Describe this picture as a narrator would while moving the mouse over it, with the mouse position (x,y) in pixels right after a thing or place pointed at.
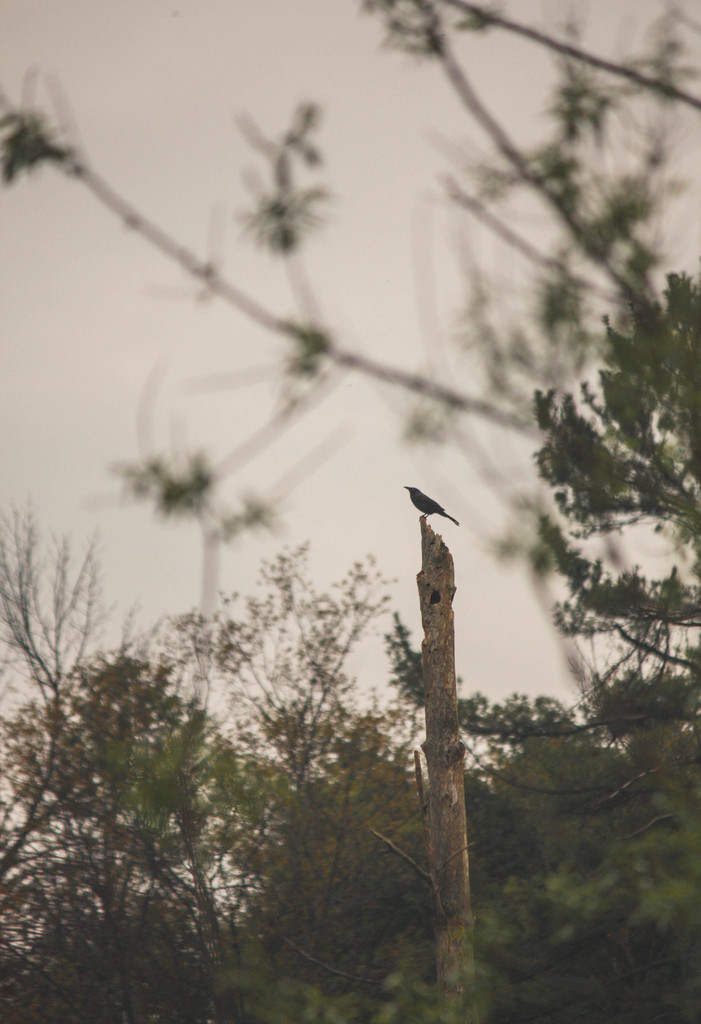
In this image we can see a bird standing on a wooden stick (452,837). In the background (568,497) we can see trees (408,664) and sky (72,212).
